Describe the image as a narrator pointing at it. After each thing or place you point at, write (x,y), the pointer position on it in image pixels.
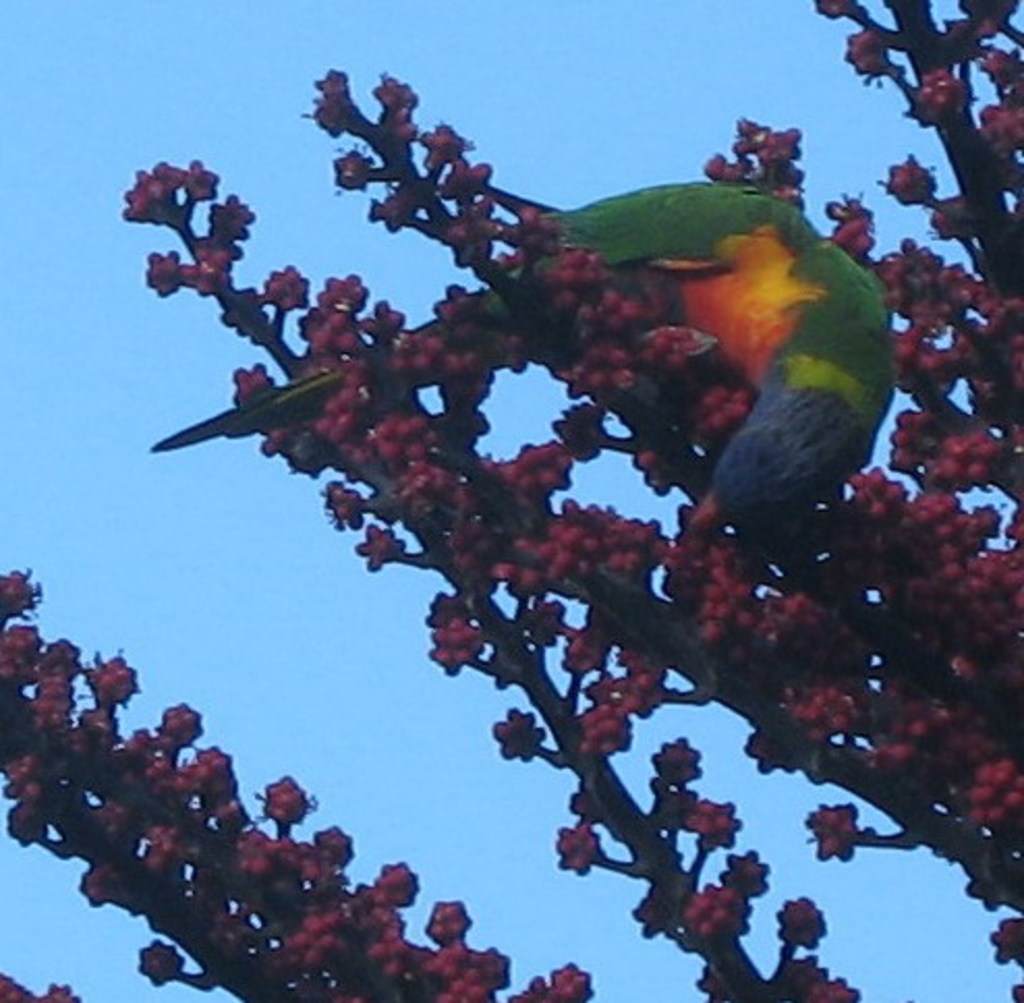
In this picture we can see a bird (714,292) is standing on the branch (596,343). On the branches (336,897), they are looking like some red fruits (898,286). Behind the bird (675,202) there is the sky (498,92).
